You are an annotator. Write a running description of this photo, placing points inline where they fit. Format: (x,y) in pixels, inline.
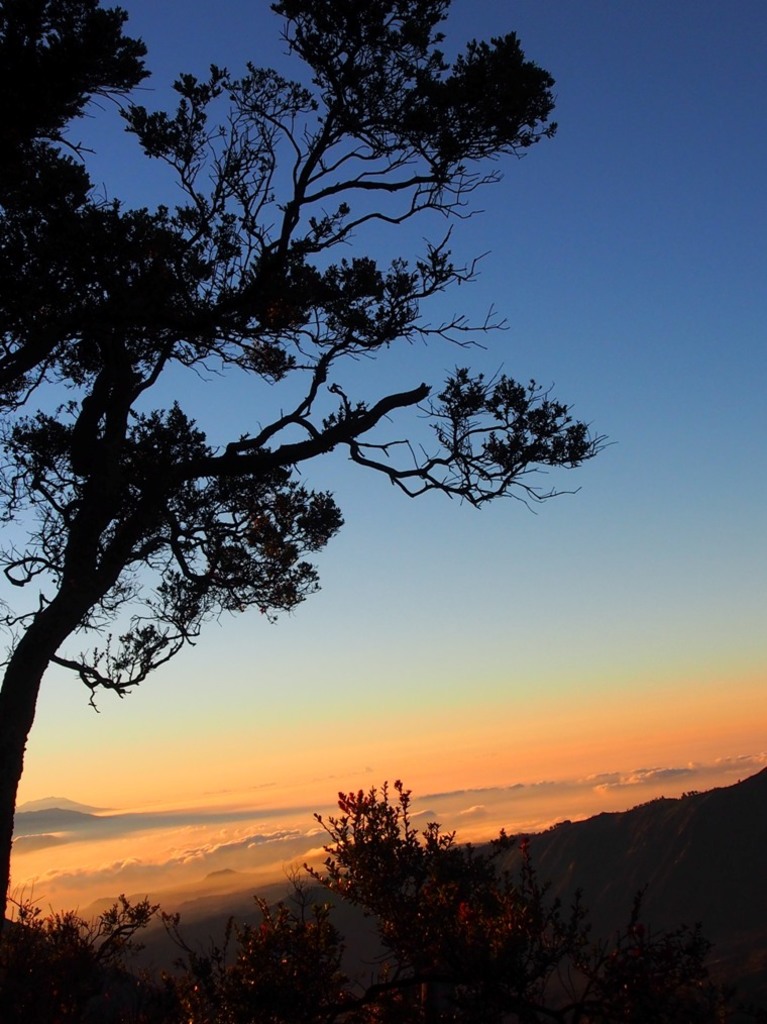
In this image we can see the trees (372,988), hills (648,912) and also the sky (559,369) in the background (559,511).
